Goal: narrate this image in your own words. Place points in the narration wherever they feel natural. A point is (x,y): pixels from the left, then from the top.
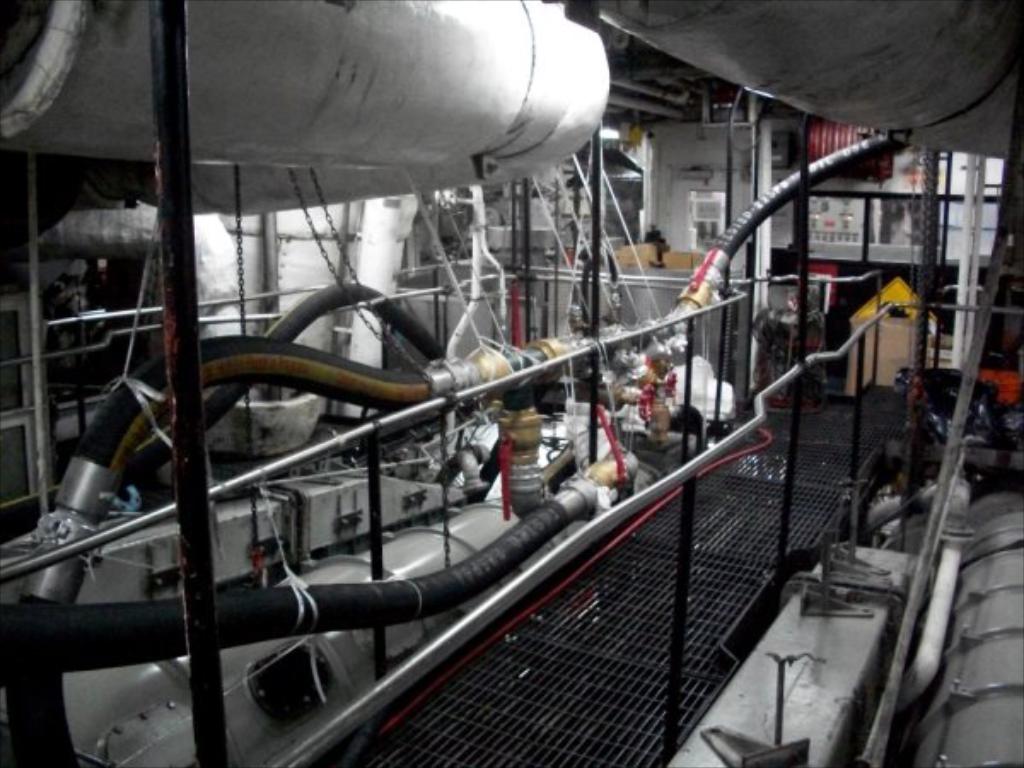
In this image I can see black color pipes (405,389), a fence (374,458) and some other machines (537,115).
